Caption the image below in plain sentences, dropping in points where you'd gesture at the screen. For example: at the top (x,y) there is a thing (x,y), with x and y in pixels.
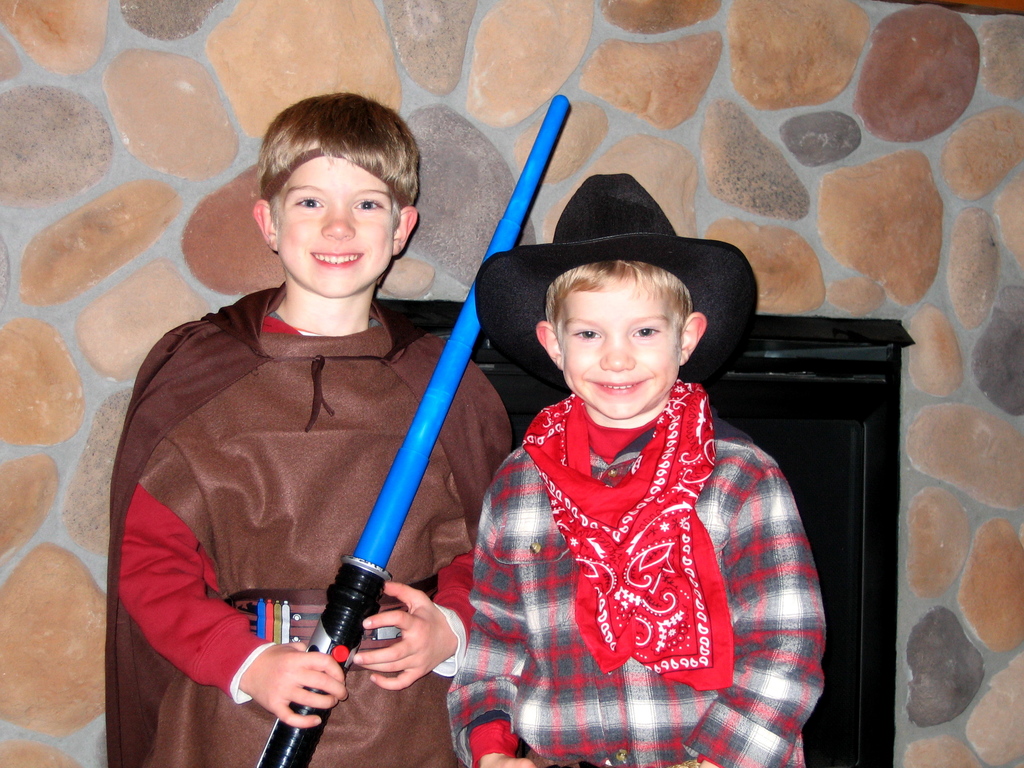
In this image we can see a boy (250,519) holding something in the hand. There is another boy (543,500) wearing hat (534,297) and a scarf (674,501). In the back (844,421) there is a black fireplace (813,457). Also there is a wall (85,168).
